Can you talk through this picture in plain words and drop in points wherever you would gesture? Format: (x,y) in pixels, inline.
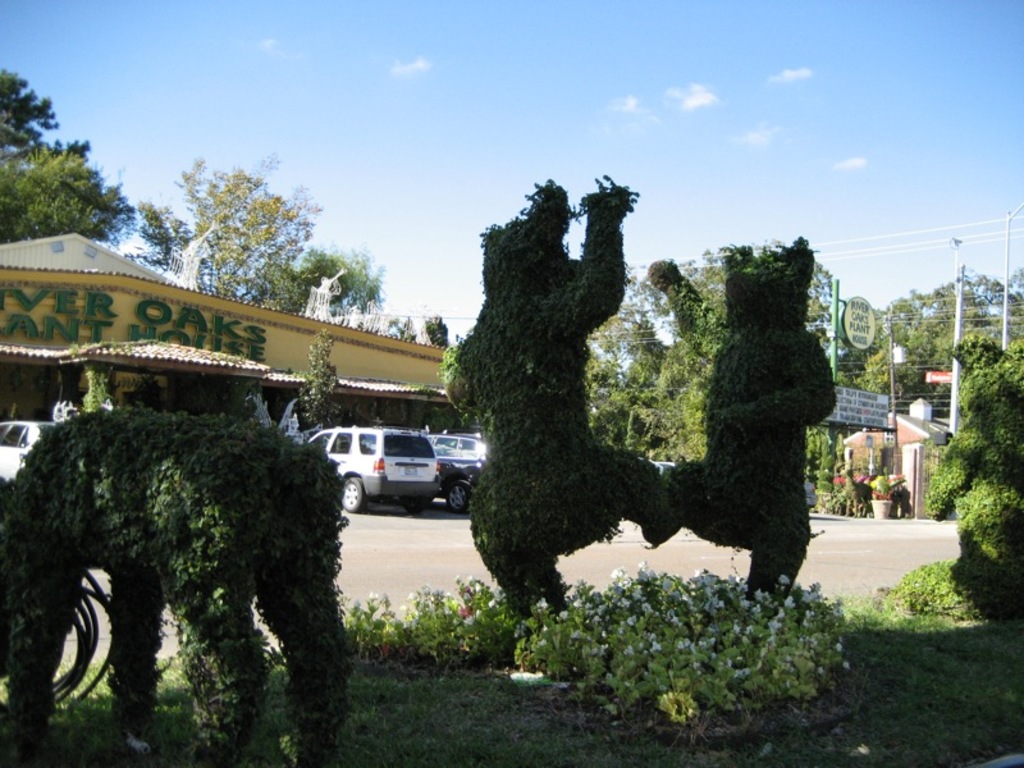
In this image there are plants (535,508) in different structure, beside that plants (543,534) there is a road (429,529), in the background (263,396) there are cars (375,435), shops (193,360), trees (248,233) and there is a sky (649,74).
